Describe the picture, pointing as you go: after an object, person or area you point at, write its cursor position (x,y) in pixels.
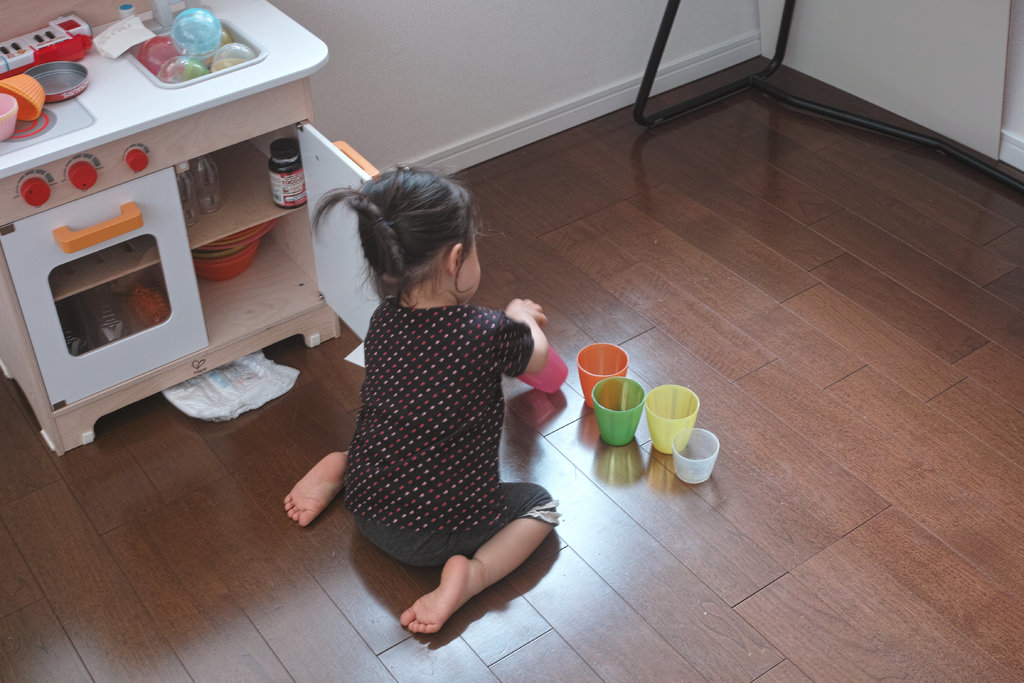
In this image there is a girl (332,480). She is wearing a black color dress (491,367). She is playing with glasses (601,429). At the background of the image (440,19) there is a wall (451,69) and there is a table (231,14). There are many objects (67,34) on the table (138,71). The bottom of the image (733,594) is a wooden flooring (802,365).
